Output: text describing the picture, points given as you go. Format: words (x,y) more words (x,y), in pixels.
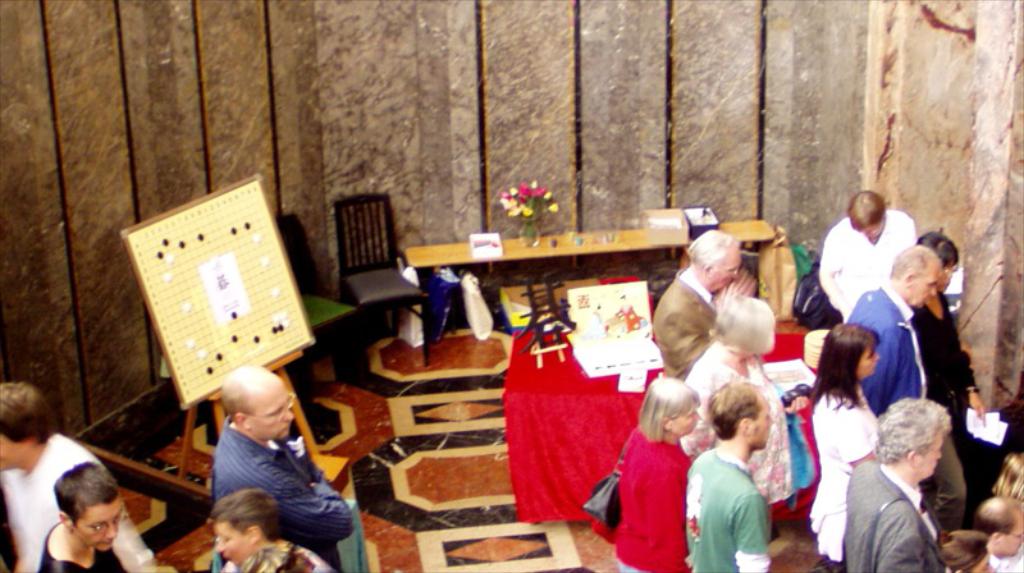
In this image there are group of people (866,336) standing, and there is a flower vase (521,207) and some objects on the tables (524,436), chairs (345,222), there is a board (264,345) with a stand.
